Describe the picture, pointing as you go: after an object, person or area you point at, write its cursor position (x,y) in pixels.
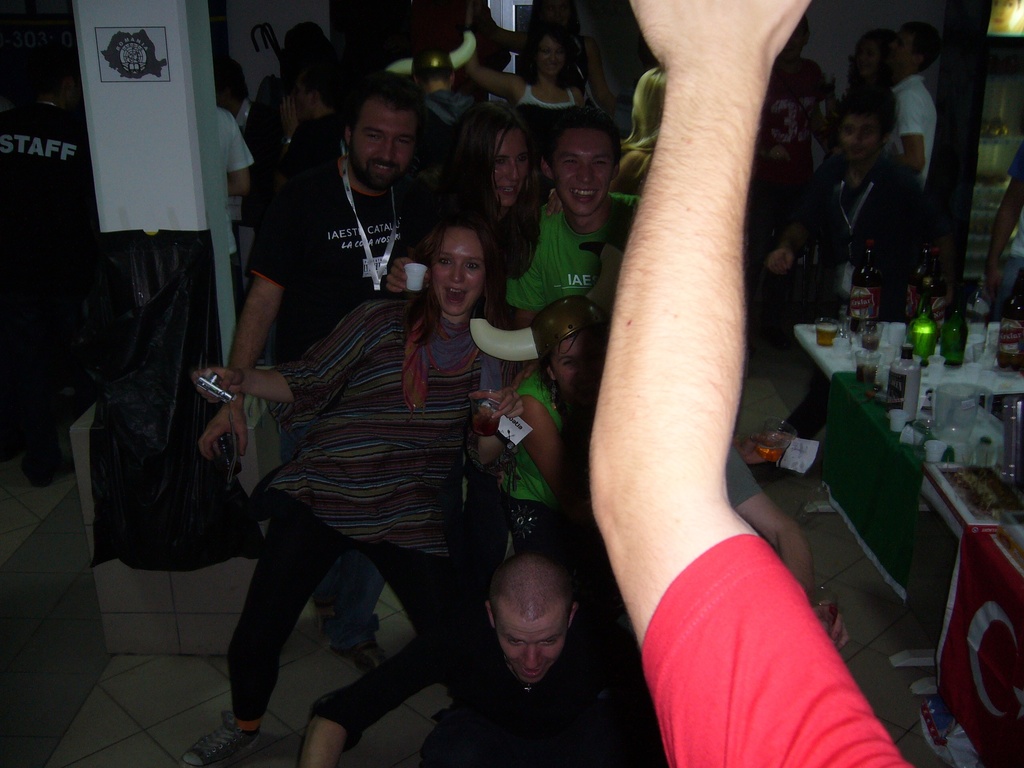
In the image we can see there are many people (460,276) standing and sitting. They are wearing clothes (519,282) and some of them are laughing. Here we can see bottles (929,284), pillar (154,205), poster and the floor (174,687). Here we can see a woman (419,360) smiling and holding an object (475,419) in hand (496,403).
